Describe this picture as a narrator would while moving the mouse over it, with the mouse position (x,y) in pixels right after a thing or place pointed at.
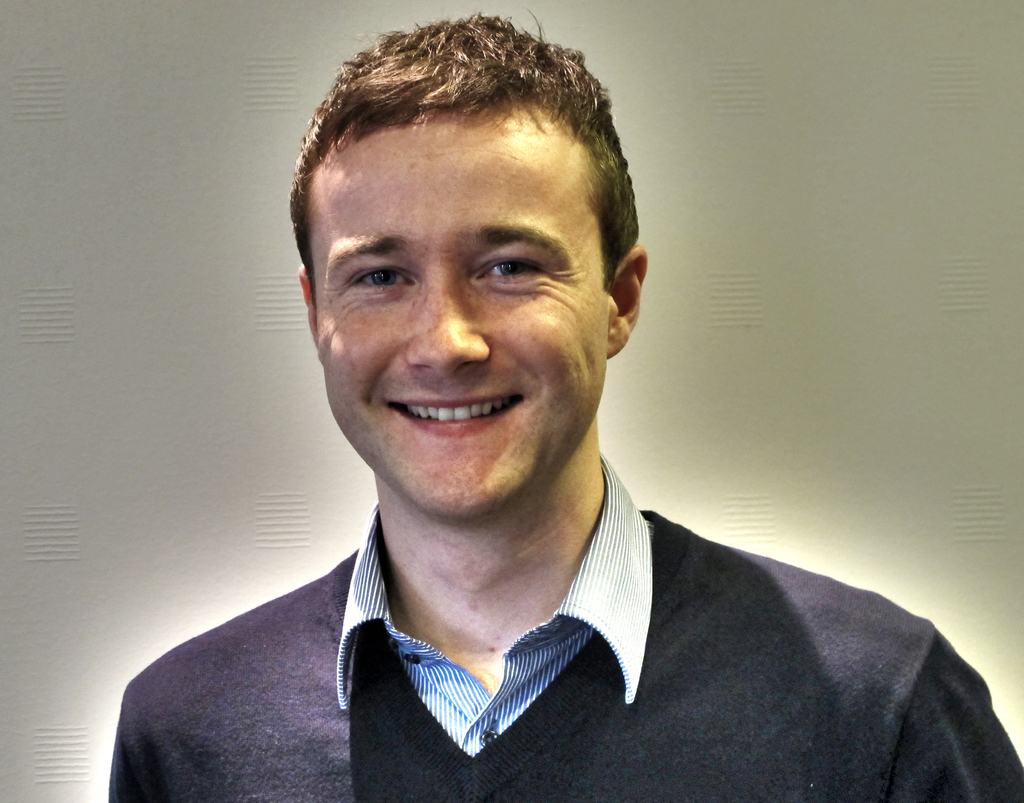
In this image there is a man (570,678) standing and smiling, in the background (878,363) there is a wall (852,395).
